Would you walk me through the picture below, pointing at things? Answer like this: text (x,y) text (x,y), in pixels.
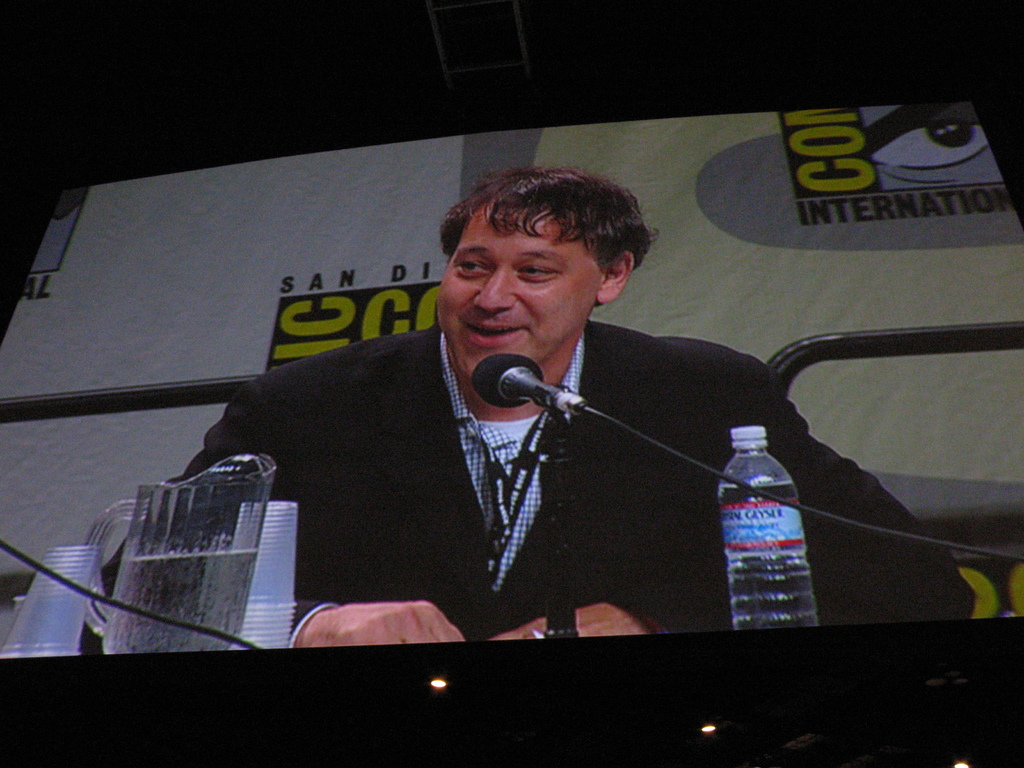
In the picture we can see a screen (792,244). On the screen (779,255) we can find a man (753,404) talking into microphone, near to him there is a desk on the desk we can find a jug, glasses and bottle of water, a man (727,372) is wearing a blazer (376,456) with tag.
